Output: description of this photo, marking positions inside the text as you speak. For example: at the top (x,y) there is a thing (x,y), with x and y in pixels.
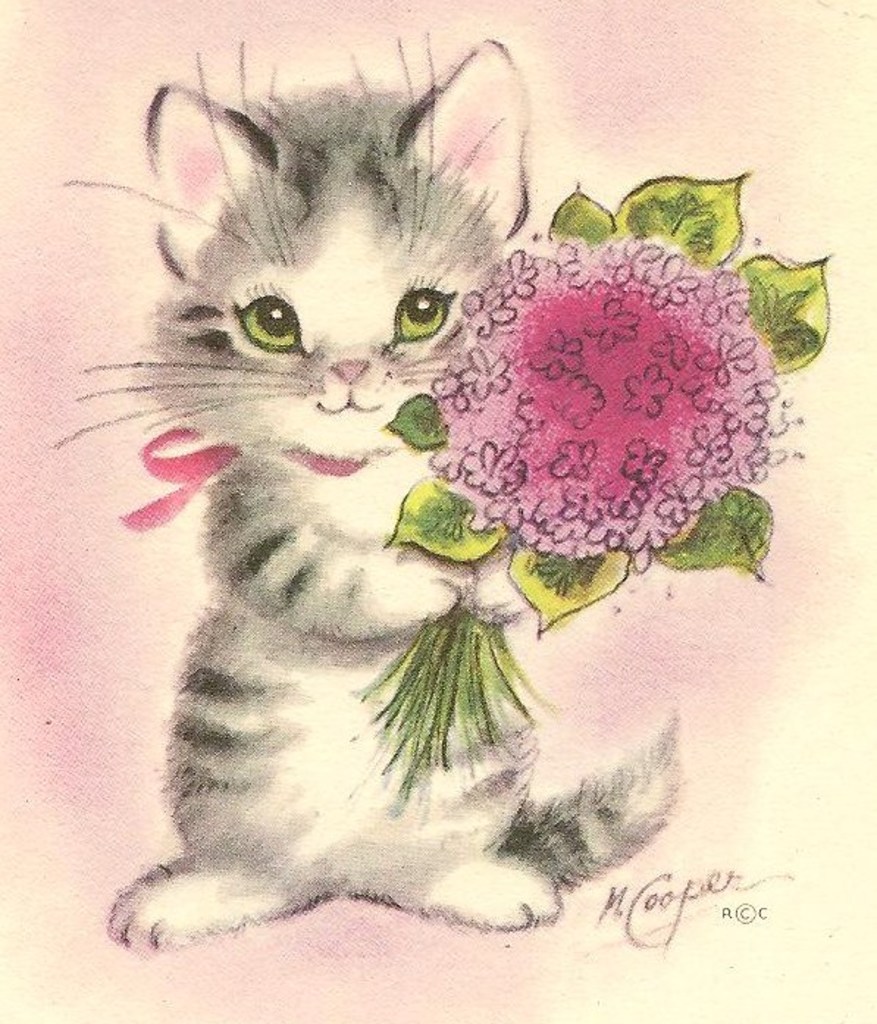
This image looks like a painting, in which I can see a cat (358,631) is holding a bouquet (564,493) in hand (511,584) and I can see a text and a colorful background (574,771).
